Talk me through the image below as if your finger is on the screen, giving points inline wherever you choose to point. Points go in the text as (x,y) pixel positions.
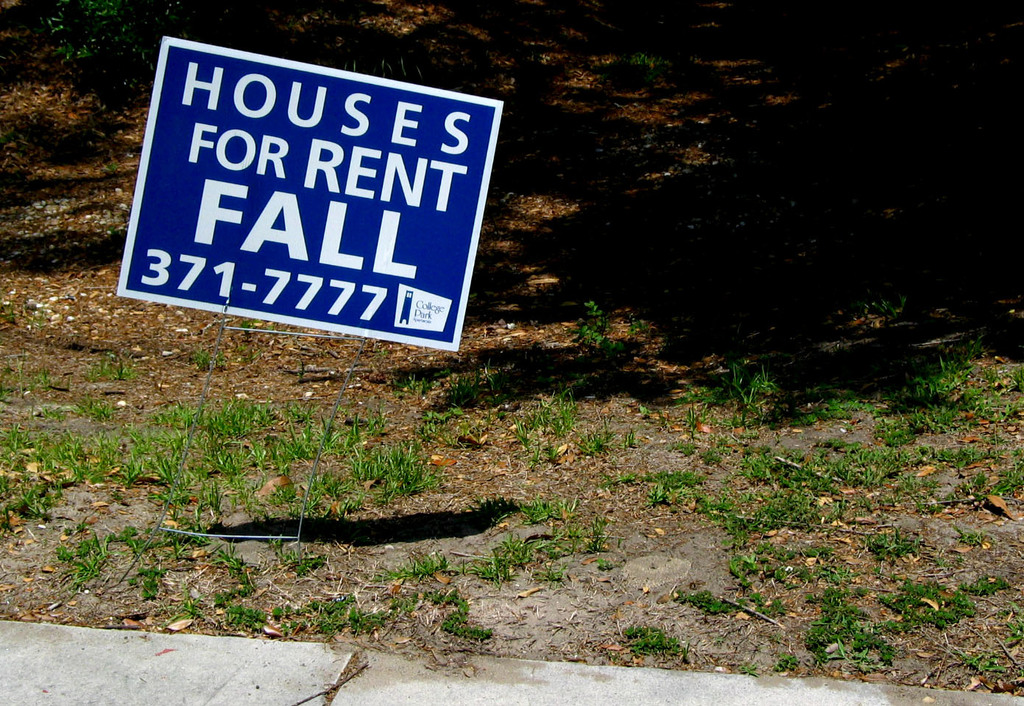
In the picture we can see a path (492,495) with some small grass plants (190,495) and on it we can see a board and written on it houses for rent fall and some number (370,307) under it and behind it we can see some muddy path (649,238).
